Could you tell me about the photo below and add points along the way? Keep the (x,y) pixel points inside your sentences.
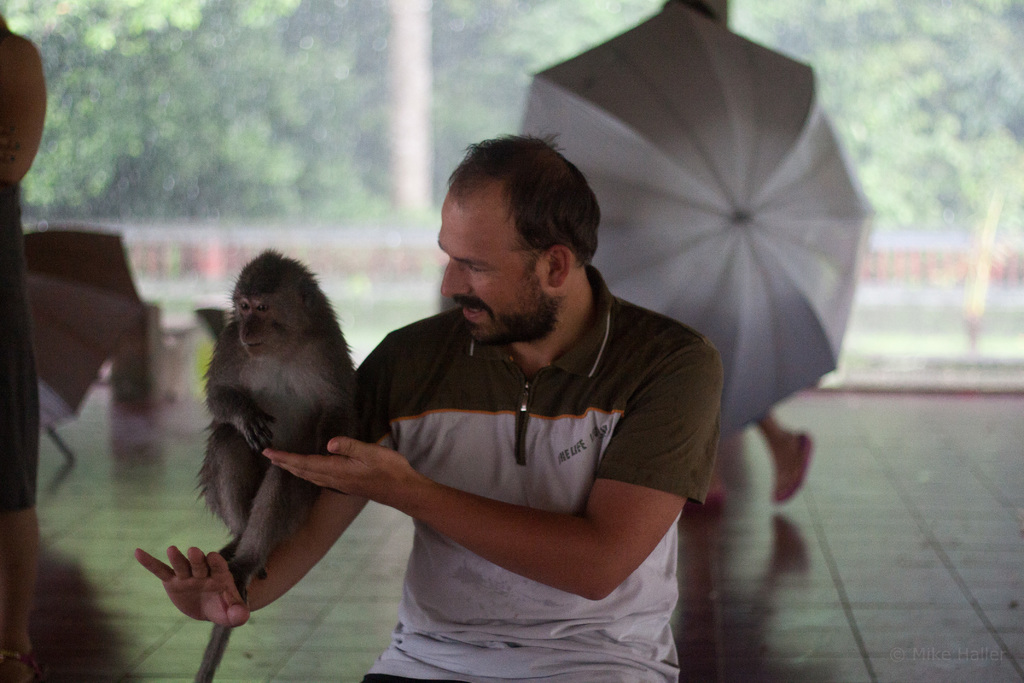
This picture shows a man (485,433) playing with a monkey (302,492) on his hands (207,569). In the background (760,331) there are some people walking with the umbrella (678,162). And we can observe some trees (238,108) here.
